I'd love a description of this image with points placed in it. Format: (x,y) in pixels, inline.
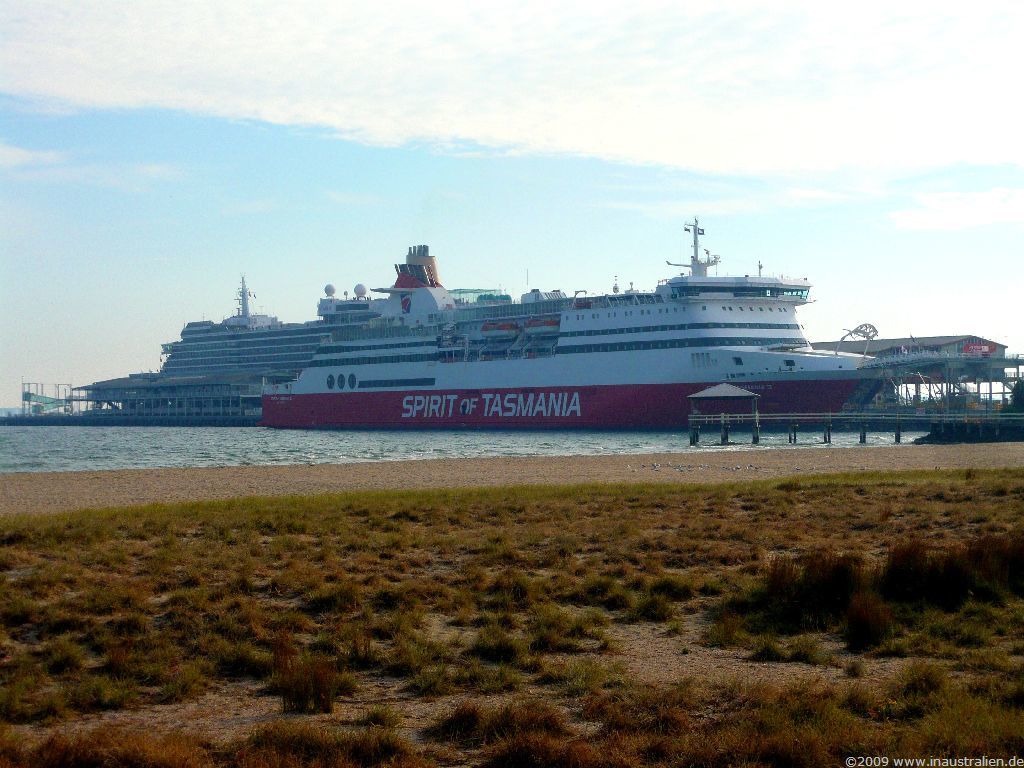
At the bottom of the picture (475,619), we see grass (509,669) and sand (672,668). We see steamer (474,314) and a boat (530,380) in the water (143,428). Beside that, we see a small bridge (921,420). At the top of the picture (554,88), we see the sky (620,107). This picture might be clicked at a sea shore (107,492).
